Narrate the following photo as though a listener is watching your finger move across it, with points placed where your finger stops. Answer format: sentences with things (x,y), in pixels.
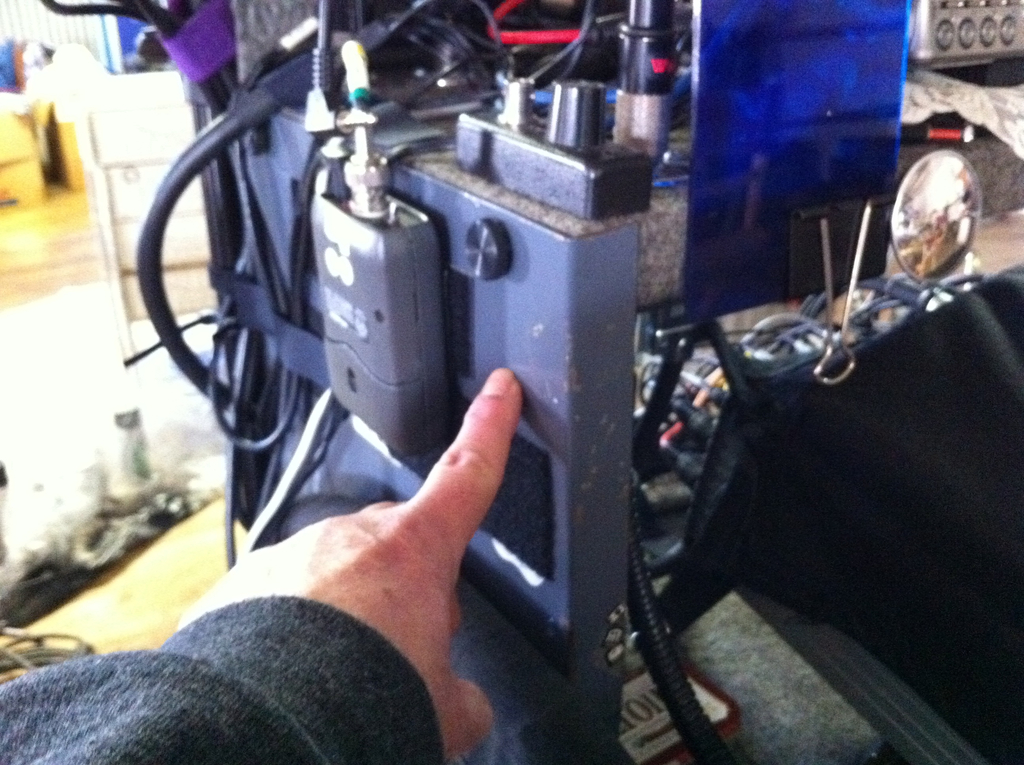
As we can see in the image in the front (382,519) there is a human hand (383,602). There is an electrical equipment (525,537) and in the background (61,30) there is a wall (96,48).
